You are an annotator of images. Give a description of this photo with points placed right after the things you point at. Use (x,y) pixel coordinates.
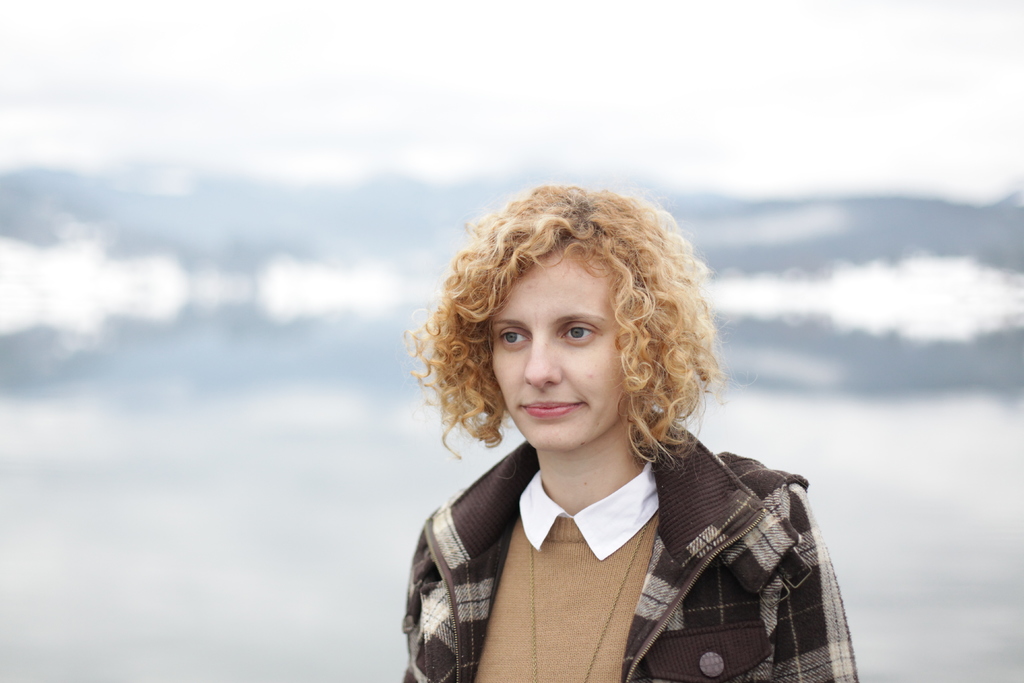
In this picture there is a woman (675,427) who is wearing jacket (764,491) and t-shirt (536,577). She is smiling. At the back (7,278) i can see the blur background (869,459).
